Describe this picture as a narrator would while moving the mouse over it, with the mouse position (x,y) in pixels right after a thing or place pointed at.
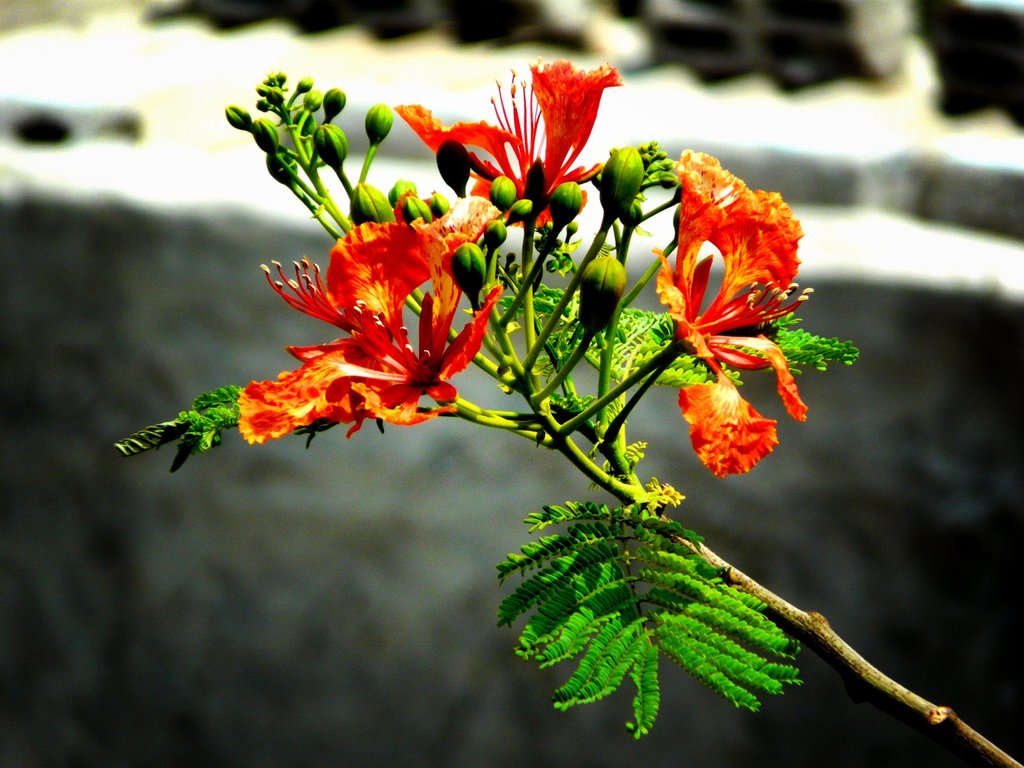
This image consists of a plant (574,451). To which there are flowers (378,410) and green leaves (776,673). In the background (804,167), it looks like a rock (227,724). And the background (177,653) is blurred.
